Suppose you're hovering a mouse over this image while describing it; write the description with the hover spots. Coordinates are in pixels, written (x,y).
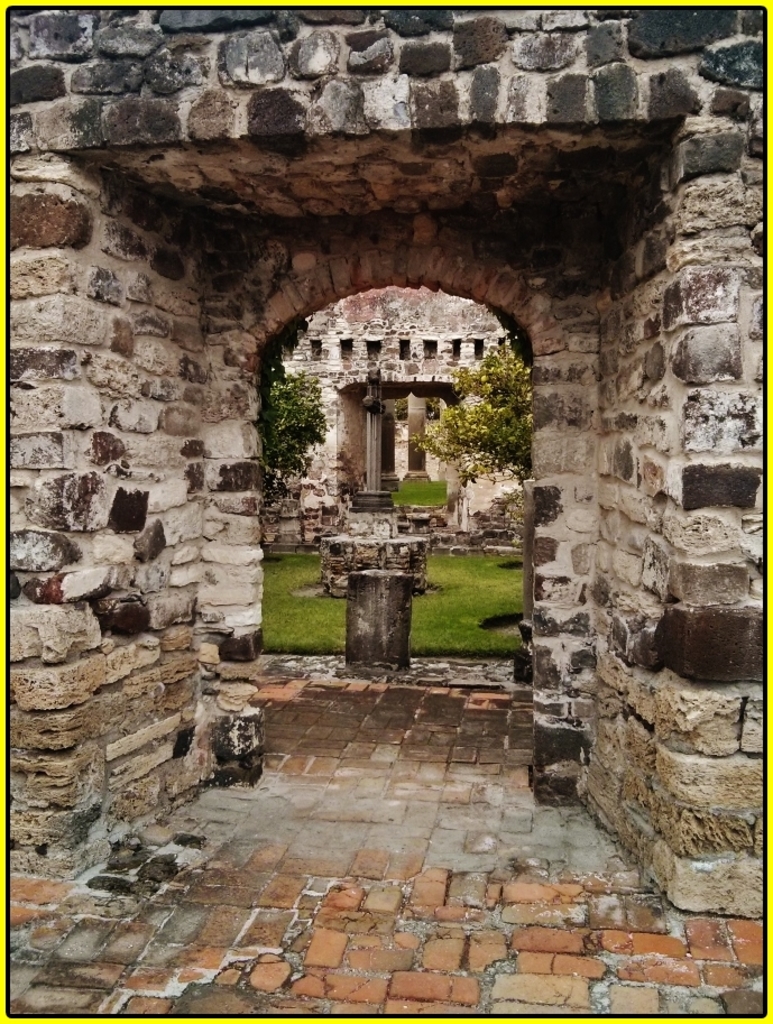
This is grass (471,615) and there is a wall (198,570). Here we can see trees (492,385) and pillars (379,407).
